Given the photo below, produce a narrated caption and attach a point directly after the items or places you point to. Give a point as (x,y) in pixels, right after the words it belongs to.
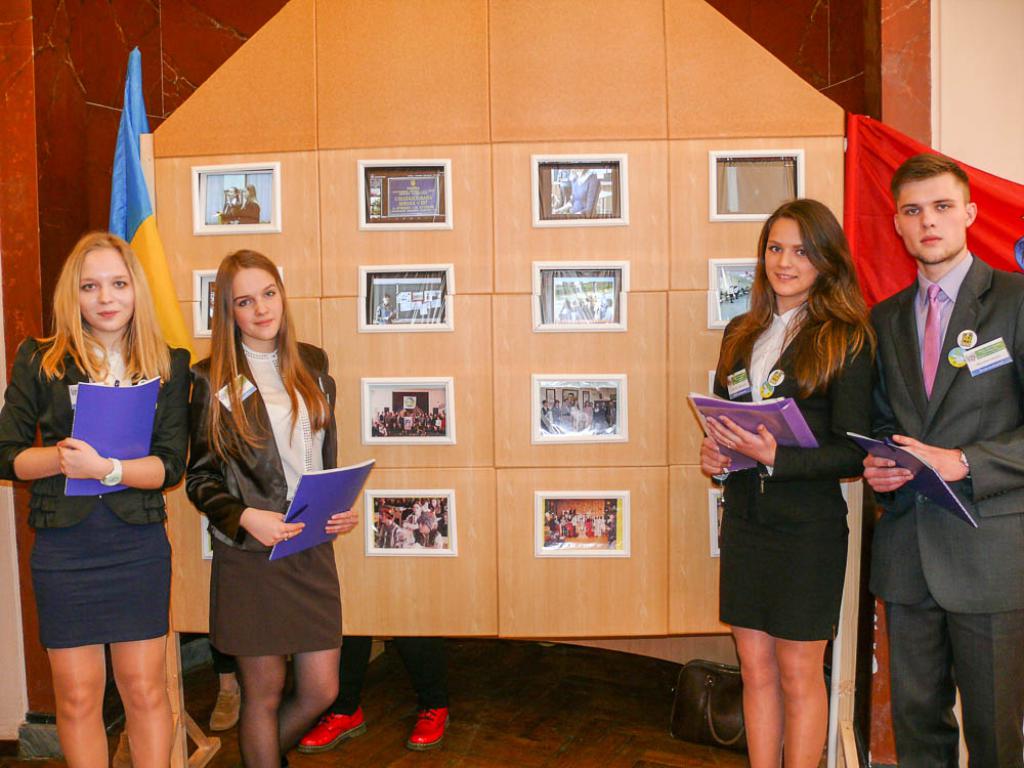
In this image we can see a few people (127,579), some of them are holding files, there are some photo frames (567,410) on the wall (338,242), there is a flag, and the bag (698,675).
